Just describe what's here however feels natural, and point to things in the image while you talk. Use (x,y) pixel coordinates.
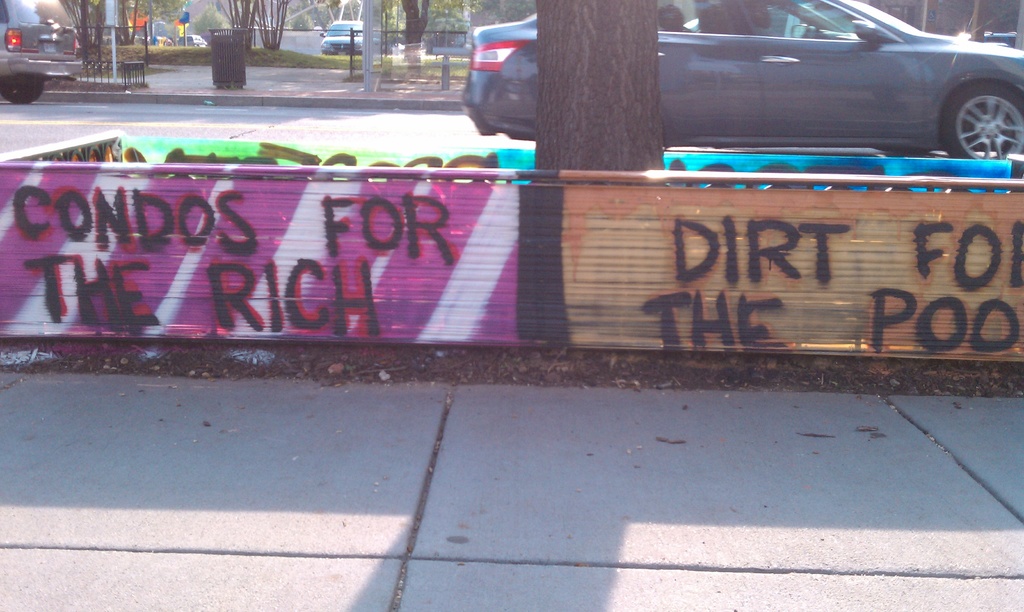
In this image we can see there is a road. Beside the road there is a banner (573,281) with some text (697,274), in the middle of the banner (662,173) there is a tree (574,132) and there are some moving cars (664,92) on the road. In the background (175,9) there are trees (257,9) and cars (338,36) parked.
